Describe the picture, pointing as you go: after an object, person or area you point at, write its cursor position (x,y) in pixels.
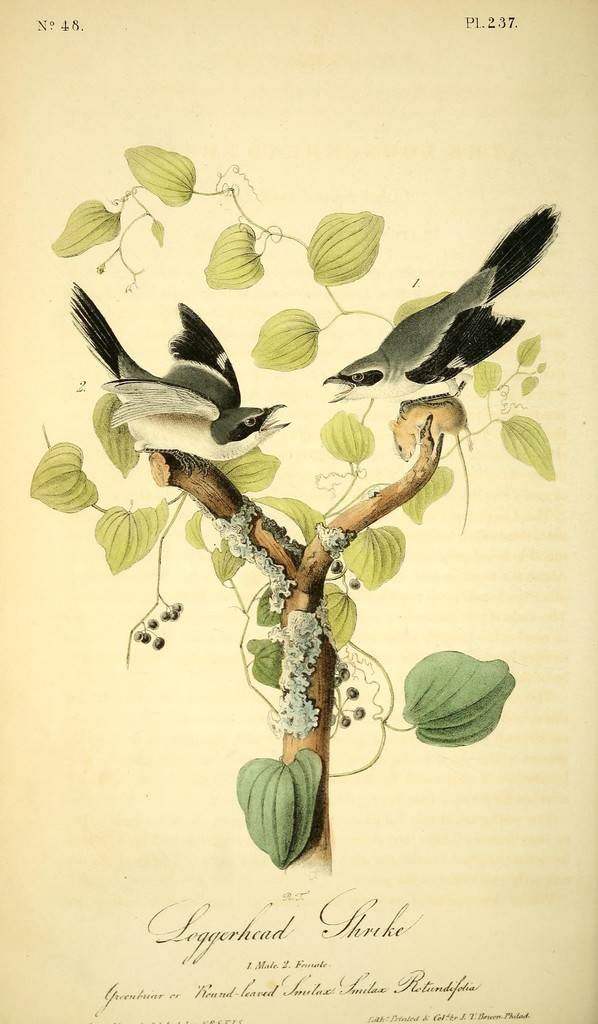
In this image we can see the painting (298,590) of a tree (313,650) with fruits (161,642), two birds (275,426) on the tree (348,447), some text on the bottom of the image (514,1014), one rat (442,427) on the tree (417,469), there is a cream color background (101,53), some text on the top right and left side corner of the image.
